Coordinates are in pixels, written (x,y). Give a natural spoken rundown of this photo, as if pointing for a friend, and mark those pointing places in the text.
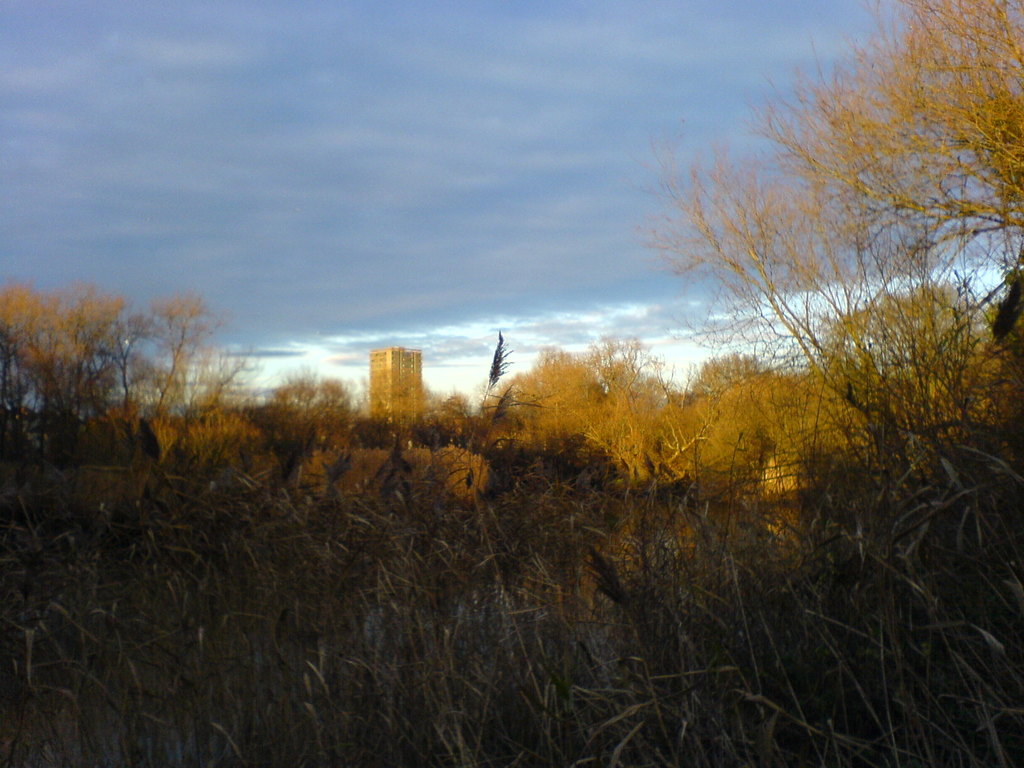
In front of the image there is grass (419,670) on the surface (510,660). In the background of the image (208,465) there are trees (11,309) and a building (405,383). At the top of the image (417,124) there are clouds (515,49) in the sky (503,56).
